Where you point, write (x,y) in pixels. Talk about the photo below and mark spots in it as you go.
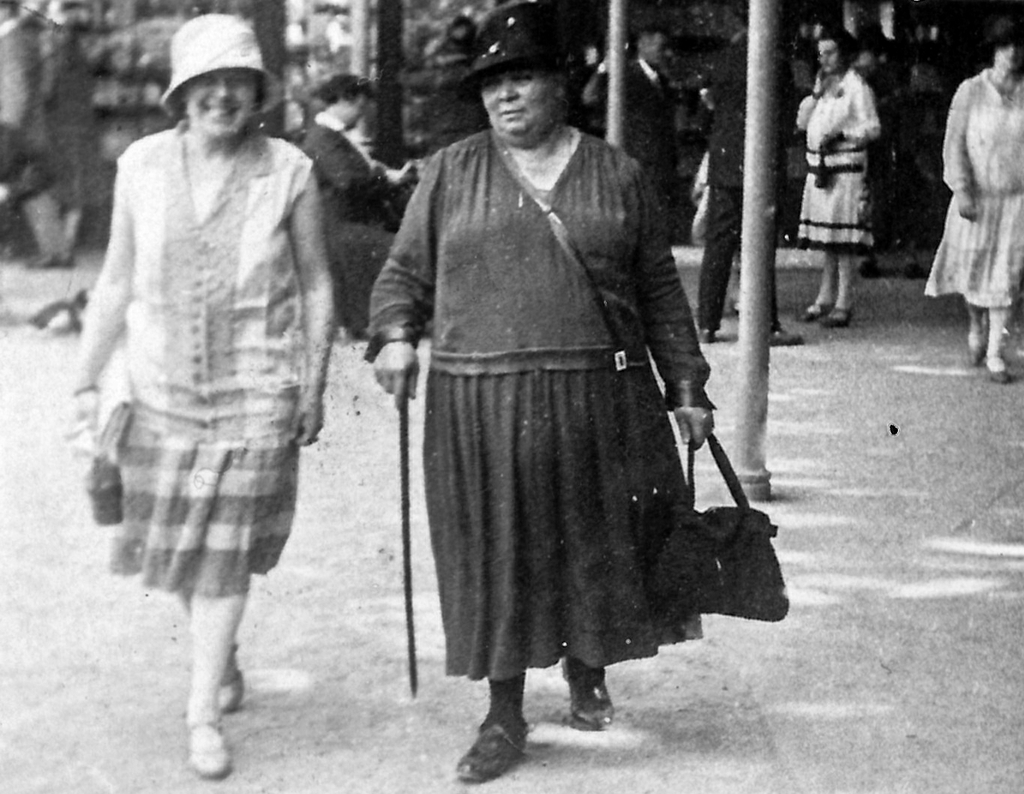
This is a black and white image. In this image there are two ladies (319,414) walking on the road (433,698), one of them is holding a stick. In the background (375,95) there are a few people (850,143) standing and there are some poles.
